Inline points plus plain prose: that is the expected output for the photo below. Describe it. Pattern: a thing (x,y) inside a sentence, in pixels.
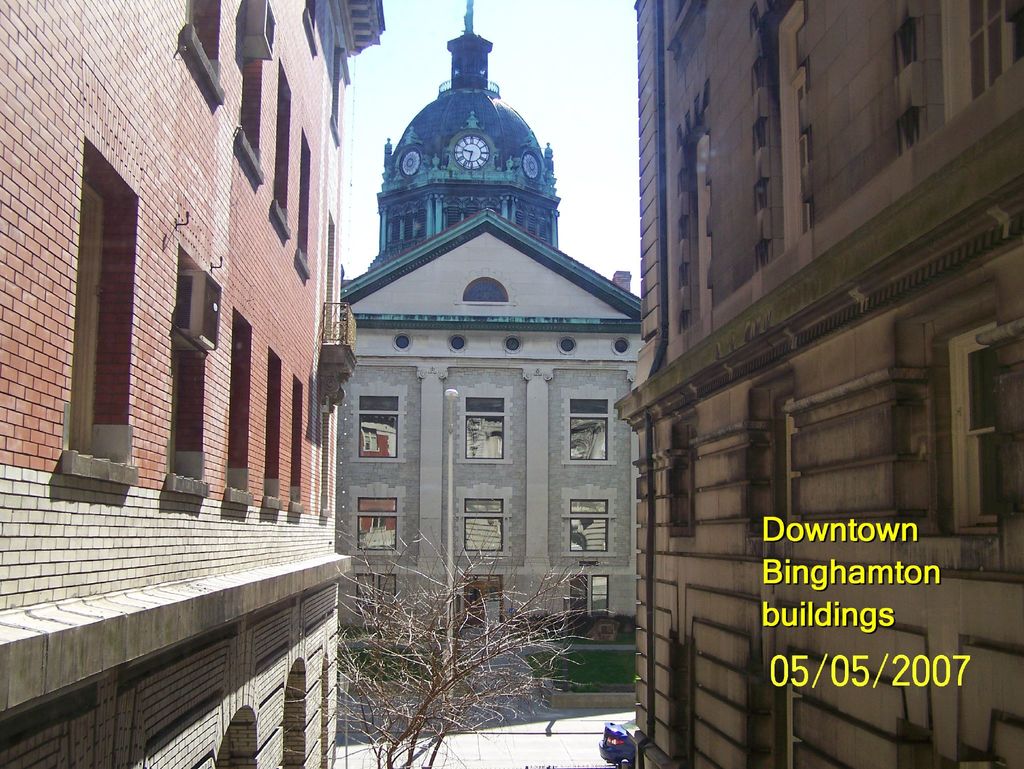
In this image on the right side (869,201) and left side (272,542) there are buildings (880,19), in the center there is a tree (427,645) and in the background (438,531) there are buildings (491,292) and clock tower (398,246). At the bottom (514,737) there is a walkway (545,743), vehicle (617,730), grass (599,663) and plants (576,625) and on the right side of the image (857,663) there is text (857,582).
